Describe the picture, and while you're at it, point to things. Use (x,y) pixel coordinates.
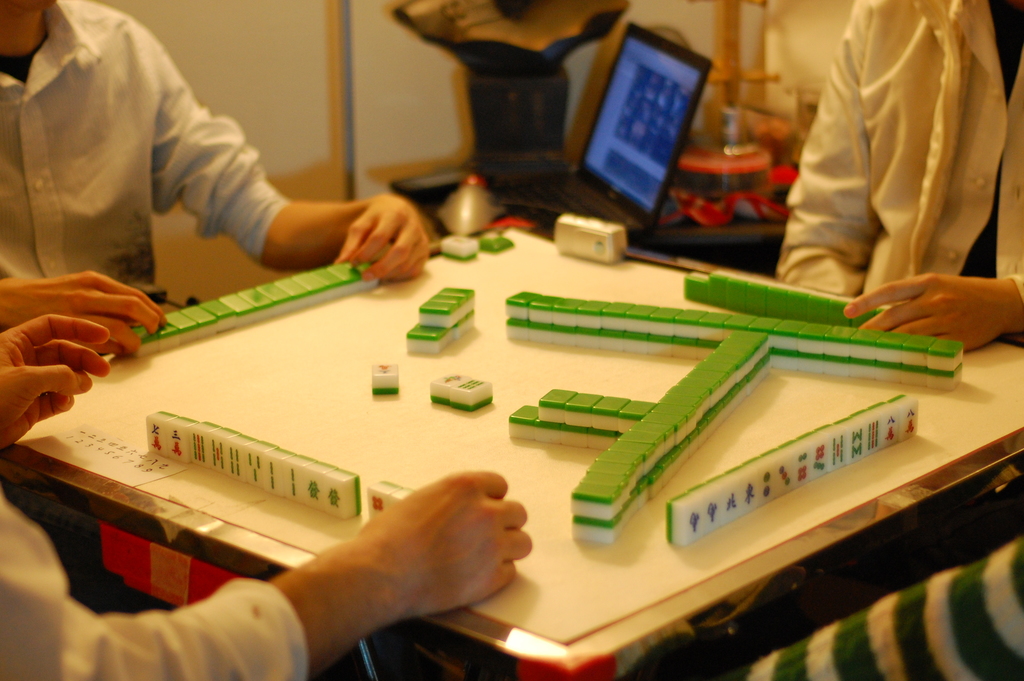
In this image we can see four people (389,532) sitting and playing a board game (793,306) where we can see a board game (813,295) in the middle (654,361). In the background (606,170), we can see there is a laptop (626,156) and some other objects (549,114) on the surface (709,243) and we can see a wall (372,103).
